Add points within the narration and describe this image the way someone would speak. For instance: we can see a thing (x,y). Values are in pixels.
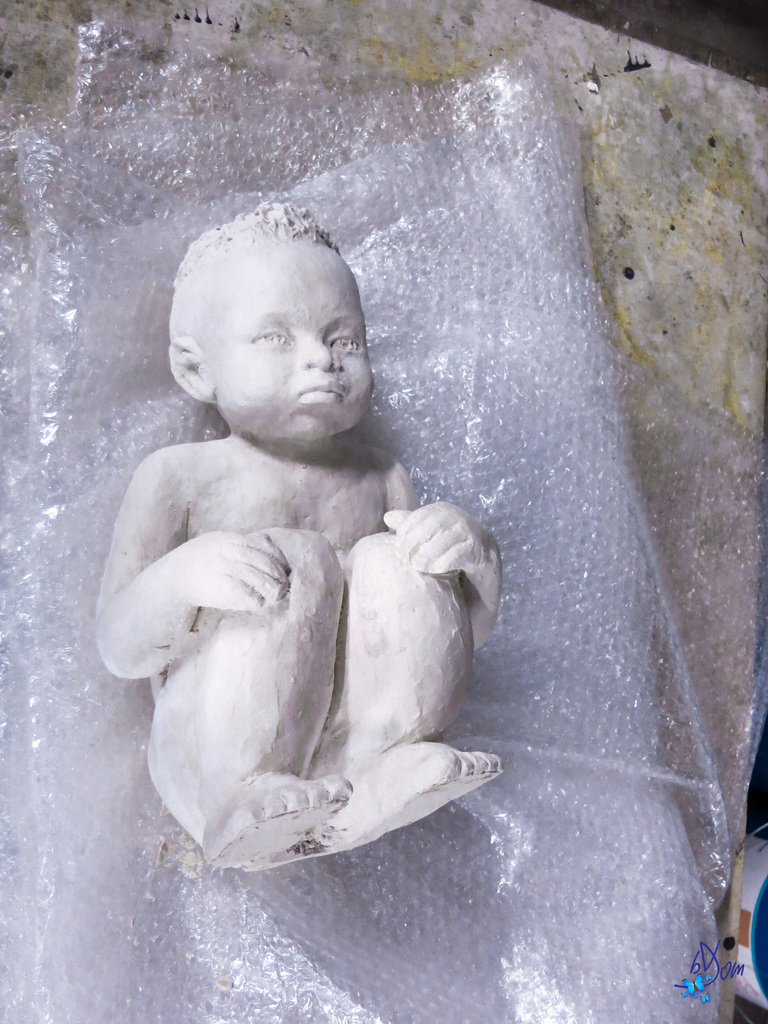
In this image there is a depiction of a baby (266,529) placed on the cover (503,480), which is on the white color surface (601,217), beside that there is an object (745,917).
